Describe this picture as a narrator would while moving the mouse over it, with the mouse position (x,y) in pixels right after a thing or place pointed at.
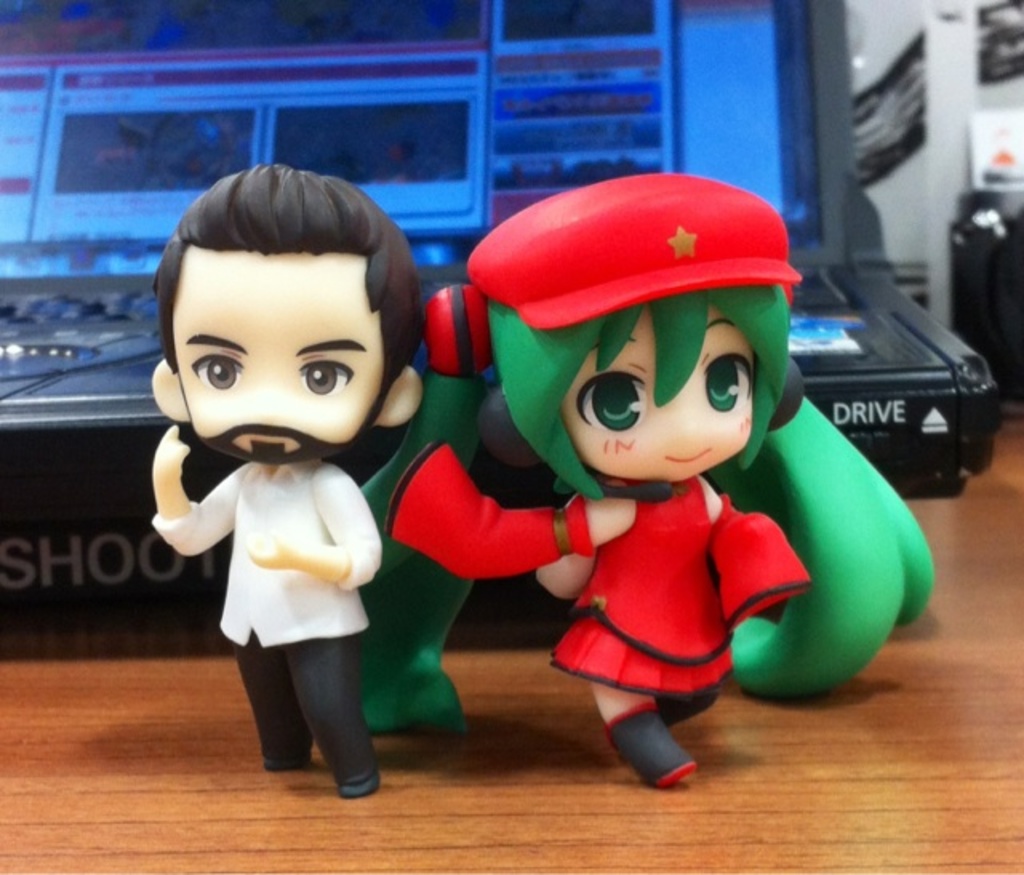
There are toys (384,568) on the wooden surface (778,730). In the back (419,234) there is an electronic device (380,119).
